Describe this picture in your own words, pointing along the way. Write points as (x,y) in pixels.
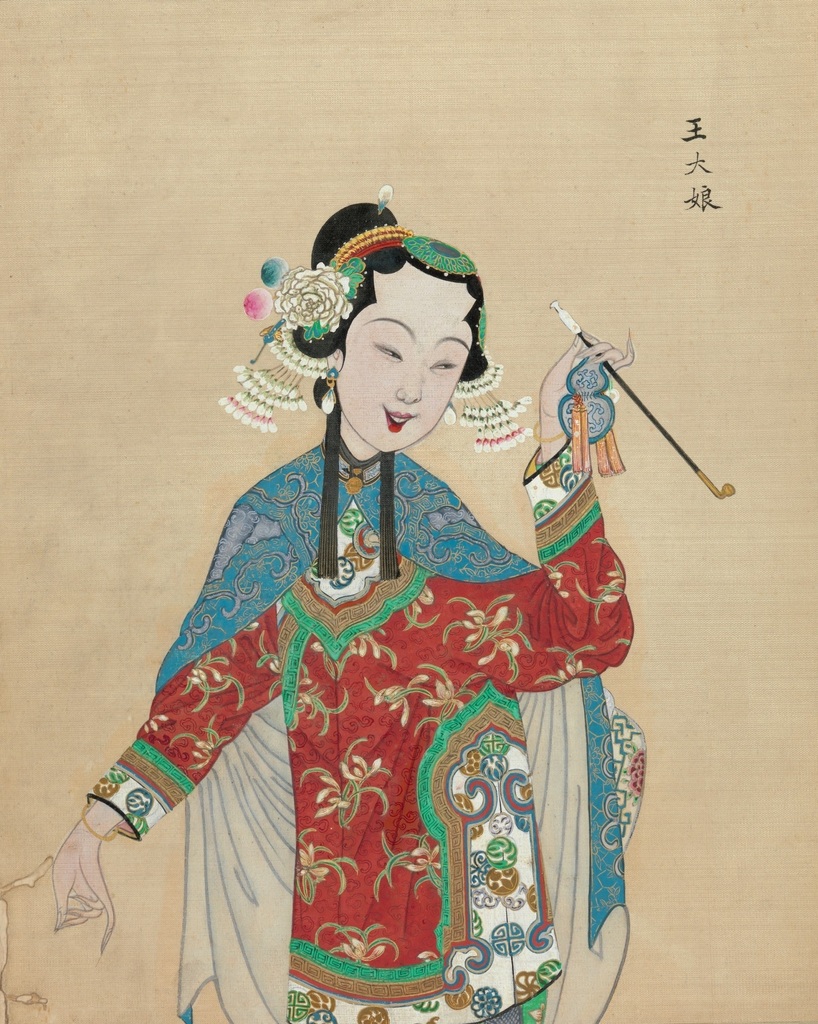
In this image there is a painting (391,633) of a woman (291,617) holding an object (583,432) on the paper (769,507).
